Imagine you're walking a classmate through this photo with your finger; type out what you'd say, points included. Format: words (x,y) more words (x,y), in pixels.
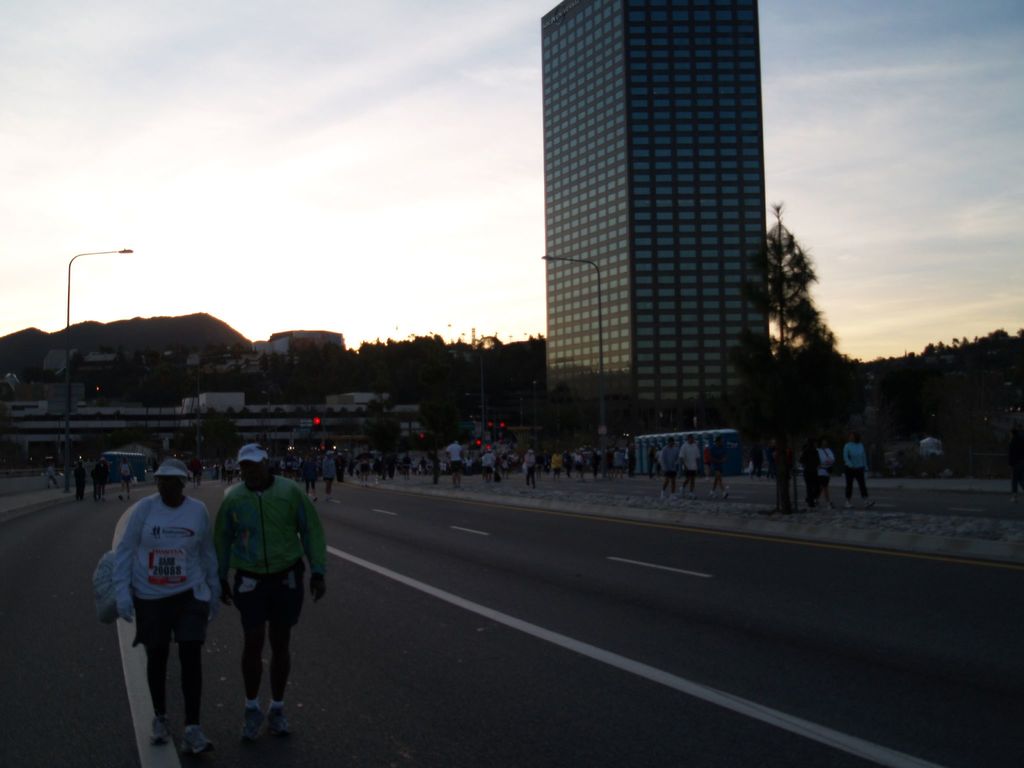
In this image we can see a group of people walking on the road (551,583), behind her there are buildings (30,430), trees (899,424), street lights (482,341) and mountains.
